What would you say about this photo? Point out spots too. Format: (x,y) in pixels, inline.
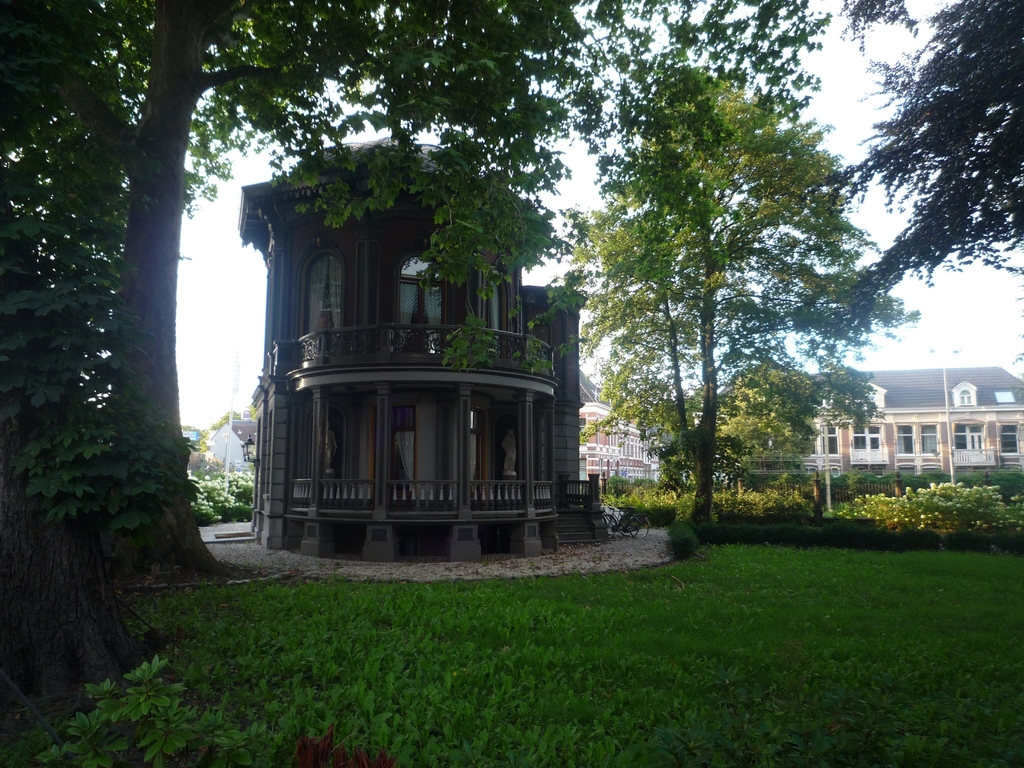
In the center of the image (543,399) there is a building (270,395) with the glass windows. In front of the image there are trees (95,481). At the bottom of the image (655,659) there is grass (774,643) on the surface (872,638). On the backside (878,453) there are buildings (906,470). In front of the building (810,468) there are plants (915,500) with the flowers (927,516) on it. In the background (948,298) there is sky (956,323).
